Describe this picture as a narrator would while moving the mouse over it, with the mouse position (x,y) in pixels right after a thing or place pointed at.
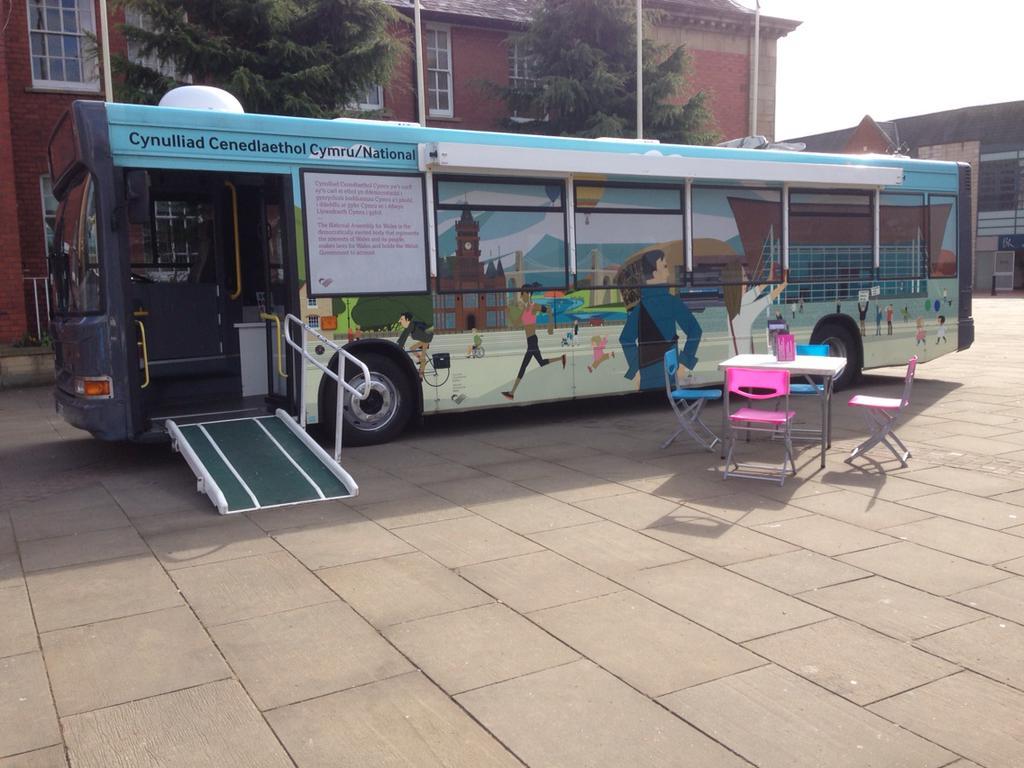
In this image we can see the bus (509,296) parked on the path (471,502). We can also see a table (817,369) with four chairs (778,417) and there is an object (775,321) on the table (800,360). In the background (518,79) we can see the buildings (761,51), trees (515,100) and also the sky (881,91). We can also see the poles (106,72).
